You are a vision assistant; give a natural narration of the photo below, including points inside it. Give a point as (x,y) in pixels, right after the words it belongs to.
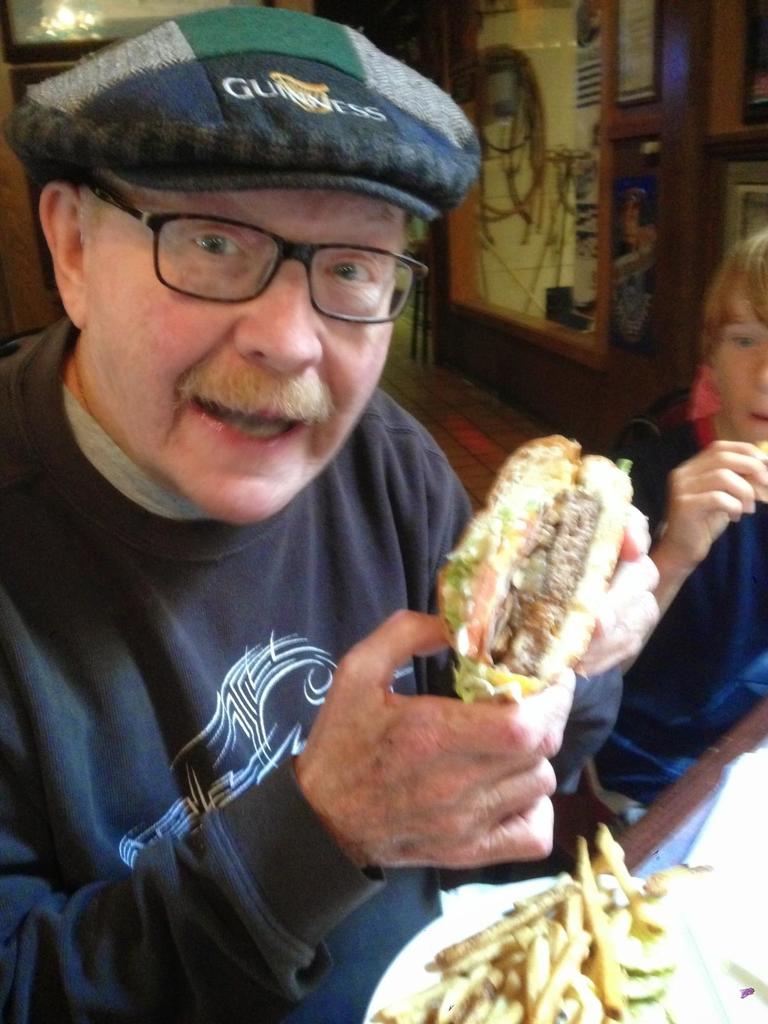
In the center of the image (333,368) there is a person (387,448) holding a burger (567,566). There is a french fry plate (613,936). Beside him there is a boy (707,426). In the background of the image (656,390) there is a wooden wall (555,376).
